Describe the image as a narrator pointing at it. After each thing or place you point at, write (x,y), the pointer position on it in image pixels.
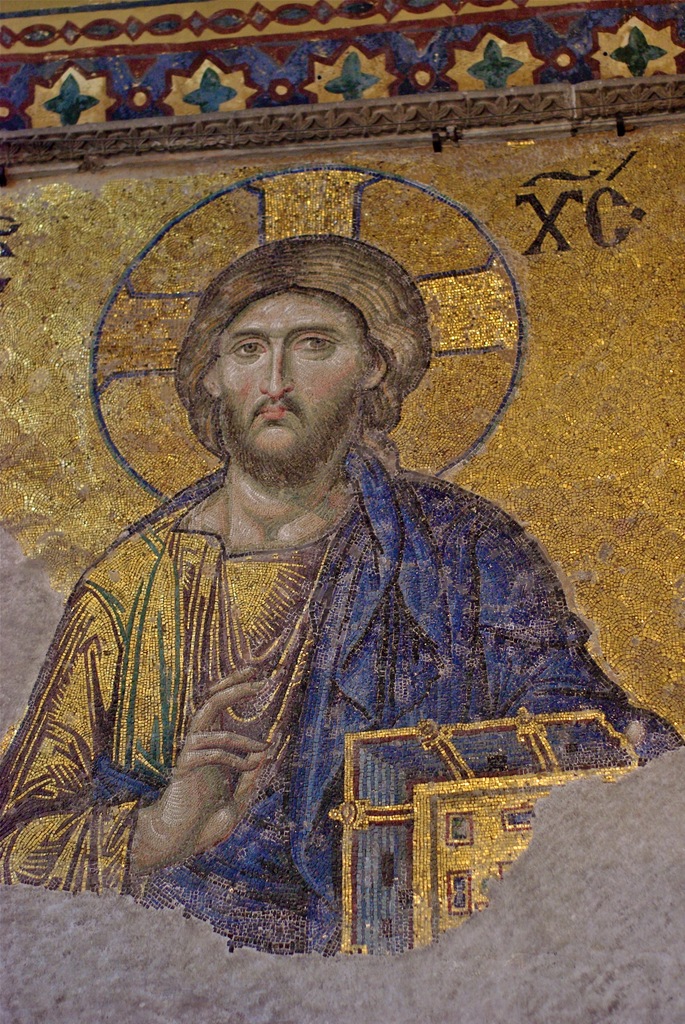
In this picture we can see a painting (211,455) of a man (385,699) on the wall (324,983).
